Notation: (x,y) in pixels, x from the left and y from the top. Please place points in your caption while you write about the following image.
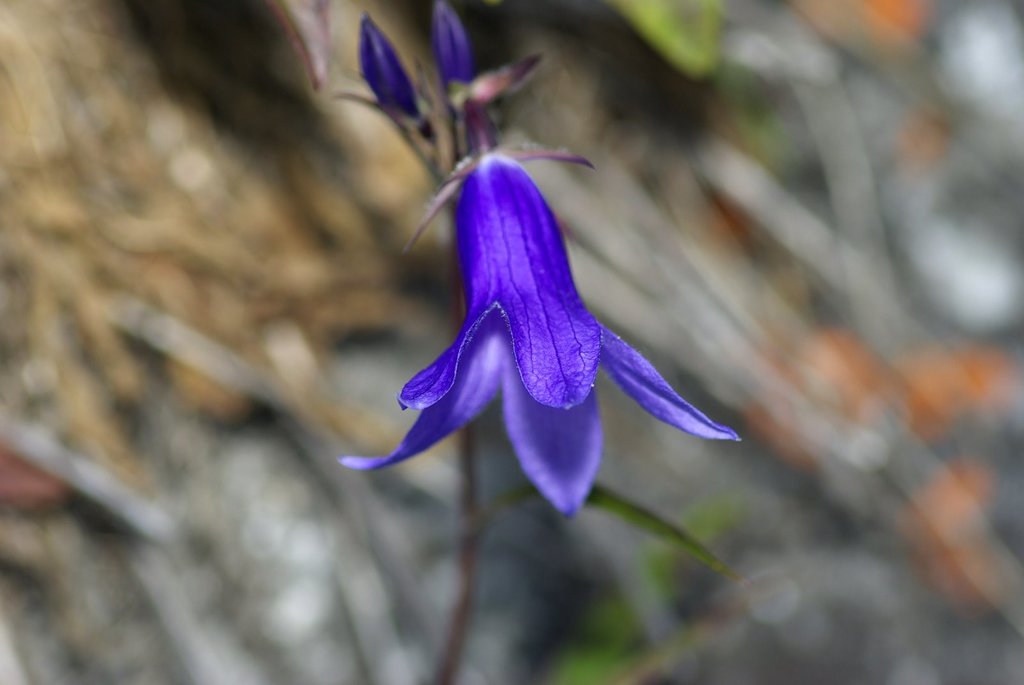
In the picture we can see flower (503,309) which is in violet color and the background (679,247) image is blur.
